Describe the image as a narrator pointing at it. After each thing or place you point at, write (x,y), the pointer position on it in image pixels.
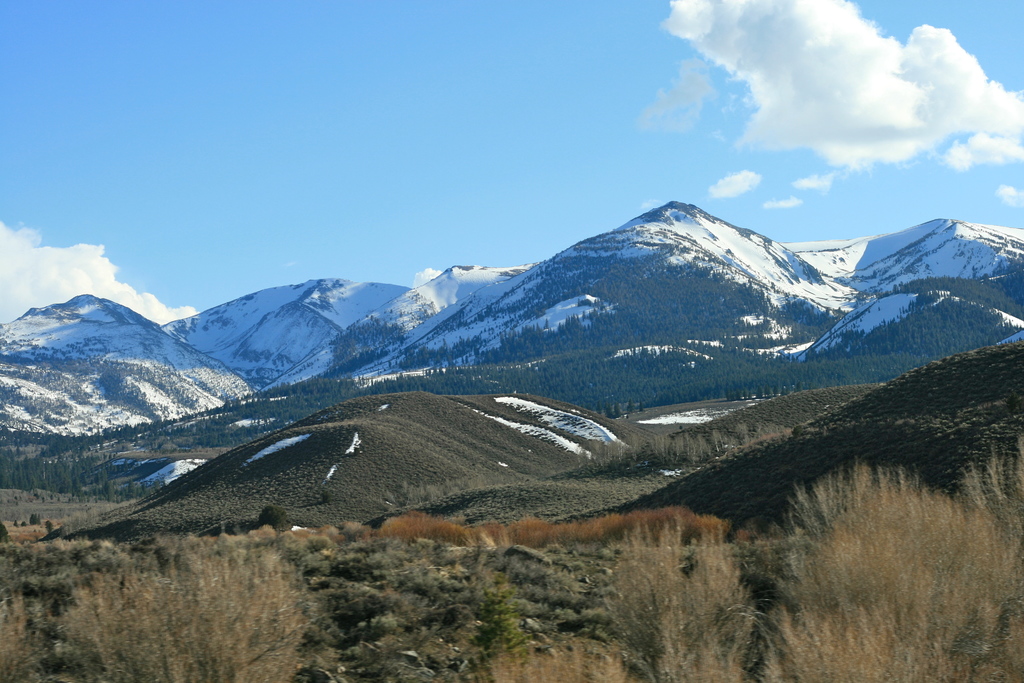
In this image there are mountains (662,387). There are plants (600,590) and trees (513,361) on the mountains (259,384). In the background (311,301) there is snow (942,242) on the mountains (365,296). At the top (495,106) there is the sky (455,106).
